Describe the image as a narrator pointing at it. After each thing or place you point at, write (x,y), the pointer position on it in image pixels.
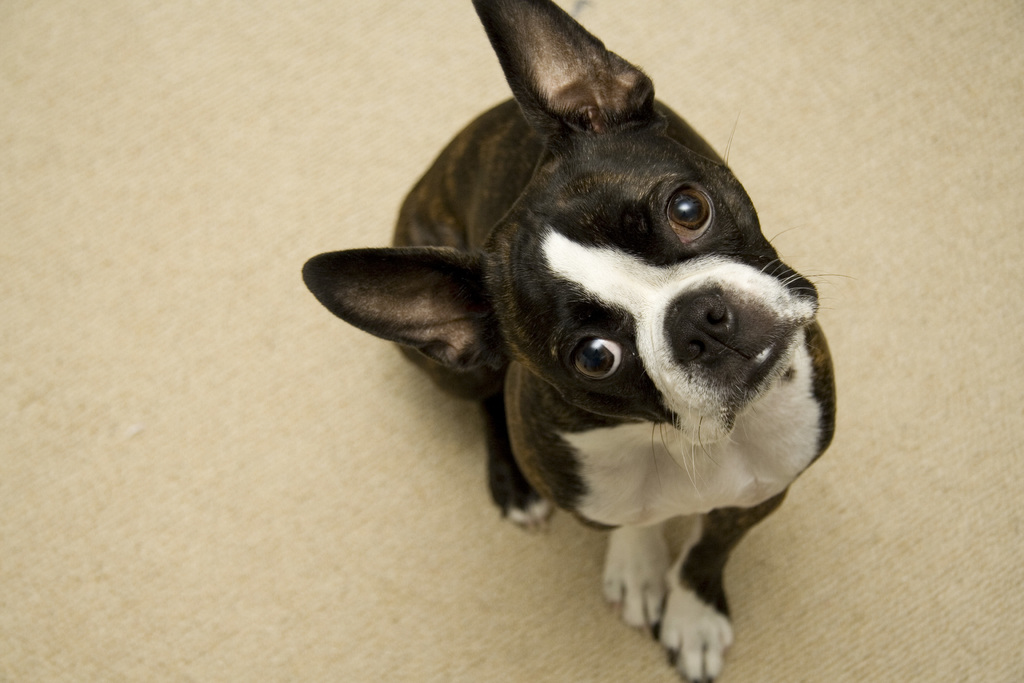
In this image in the foreground (608,453) there is one dog (574,294), and at the bottom (190,525) there is a floor (775,217).
